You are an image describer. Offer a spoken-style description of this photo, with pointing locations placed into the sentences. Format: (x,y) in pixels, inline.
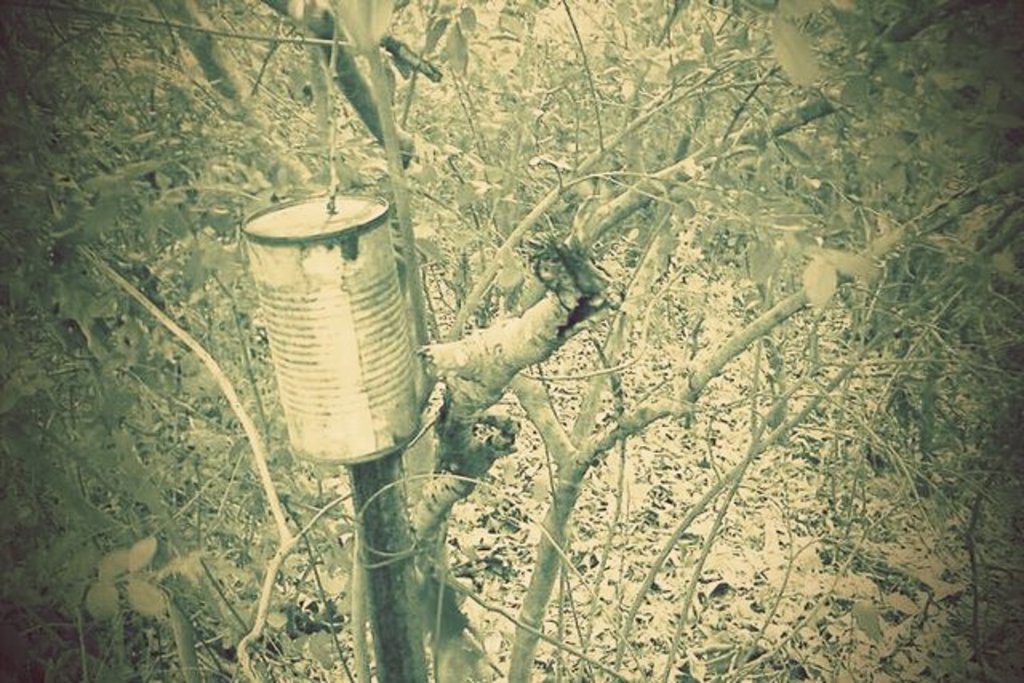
In this picture we can see a box (258,268), trees (58,317) and leaves (773,487) on the ground (746,625).
